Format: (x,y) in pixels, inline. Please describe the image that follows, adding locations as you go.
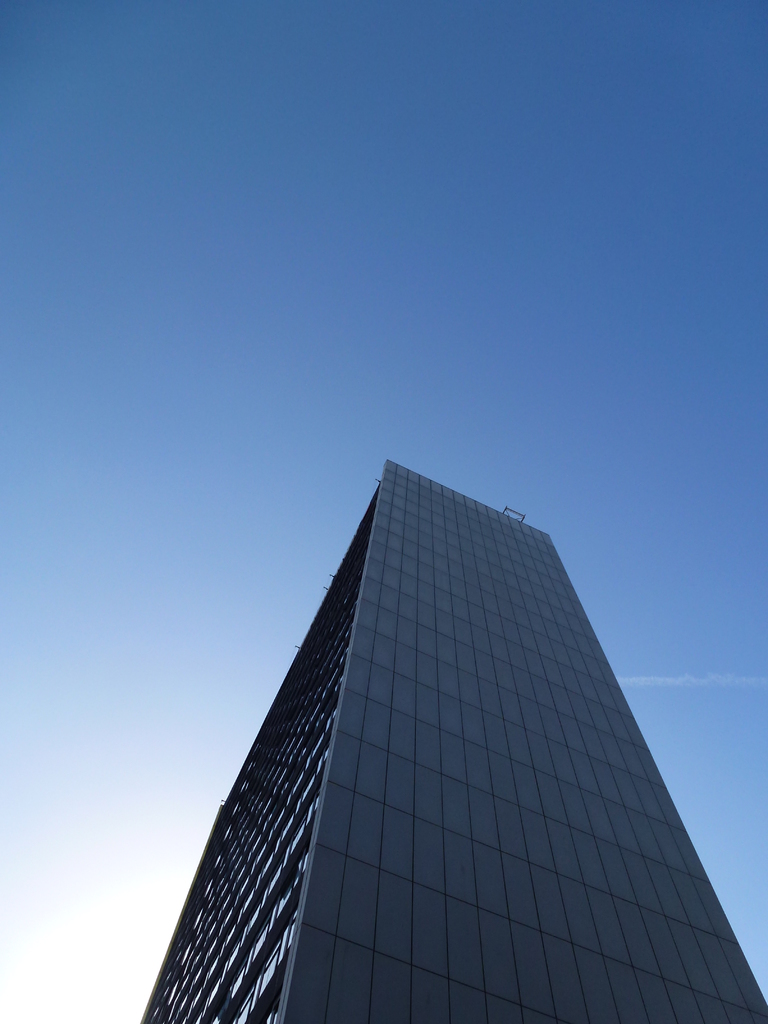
In this picture we can observe a tall building (410,855). In the background (145,821) there is a sky (145,821) and a sun (101,920).
